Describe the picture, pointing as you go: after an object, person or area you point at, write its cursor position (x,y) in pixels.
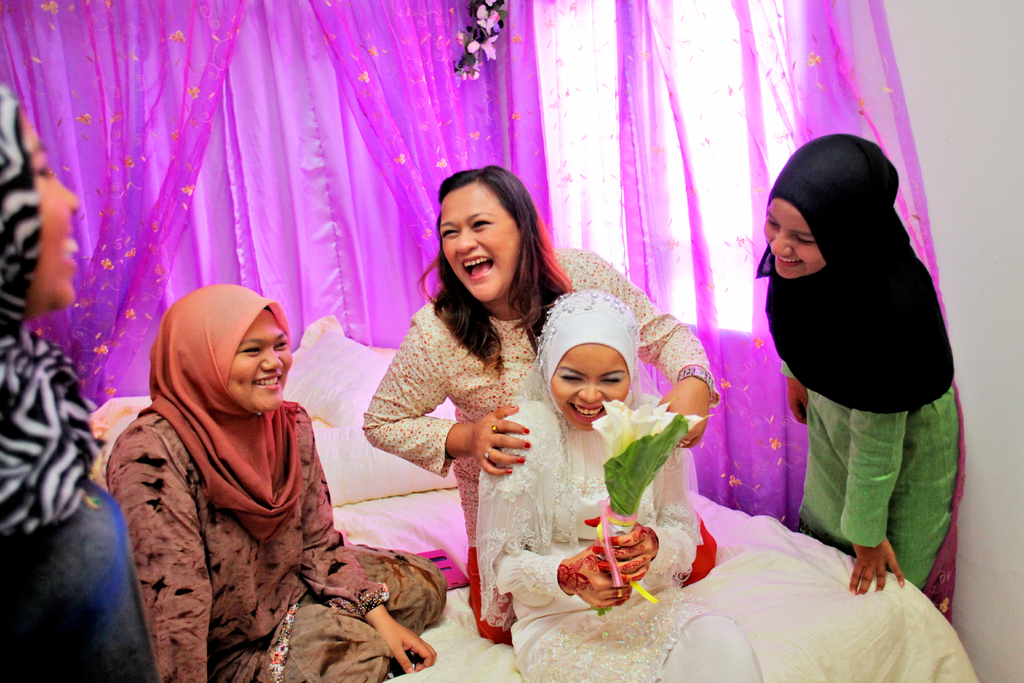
In this image there are group of people (455,395) some of them are wearing scarf (828,233) and smiling, and they are sitting on a bed (437,526). On the bed (765,549) there is blanket (810,551) and pillow (320,391), and in the background (207,118) there is a curtain (500,120), flowers (486,25), window (568,98) and wall (922,167).
